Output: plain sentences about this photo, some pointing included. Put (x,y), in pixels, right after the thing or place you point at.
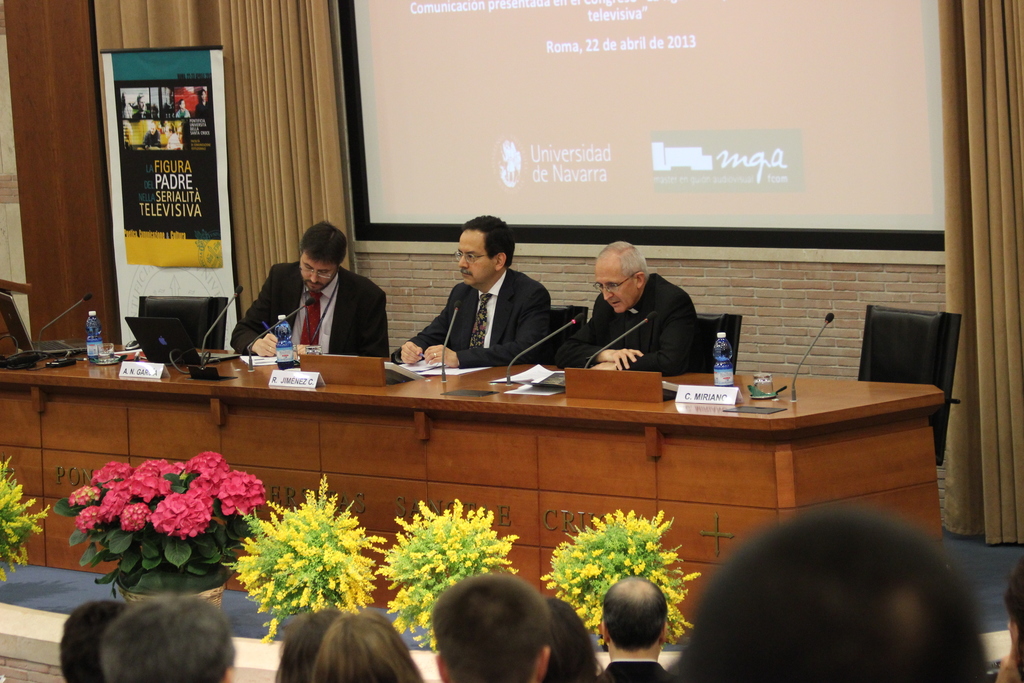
In this picture I can see few persons (383,657) at the bottom (574,598), there are flowers (298,559) and plants (296,549) in the middle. In the background (363,334) I can see few men (460,339) are sitting on the chairs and there is a projector screen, on the left side (233,286) I can see the laptops (172,341) and few water bottles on the table (481,380), there is a banner (186,215).
